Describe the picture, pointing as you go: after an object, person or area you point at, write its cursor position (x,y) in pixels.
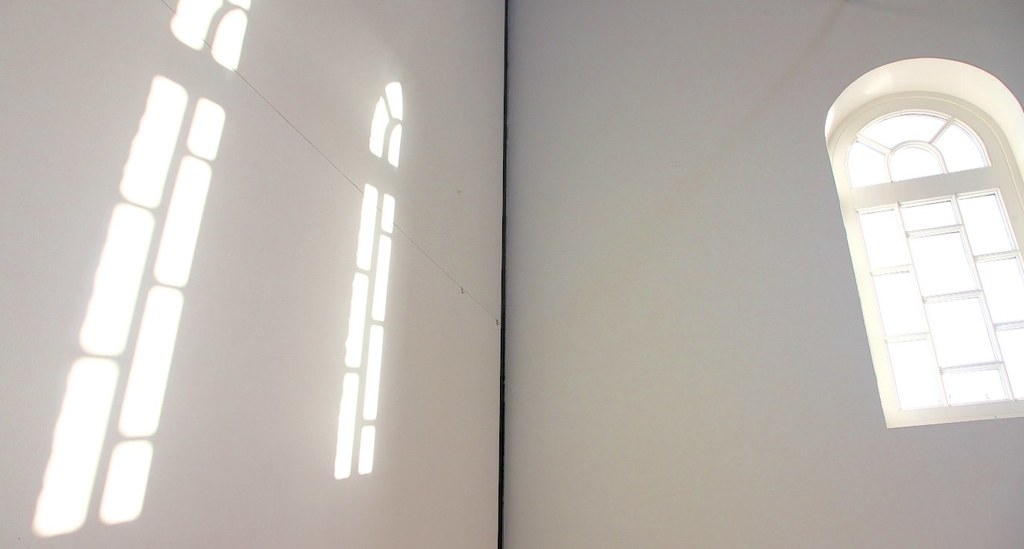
In this picture we can observe a window (914,226) on the right side (910,256). We can observe white color wall (542,228) and sunlight (357,343) on the left side (144,258).
